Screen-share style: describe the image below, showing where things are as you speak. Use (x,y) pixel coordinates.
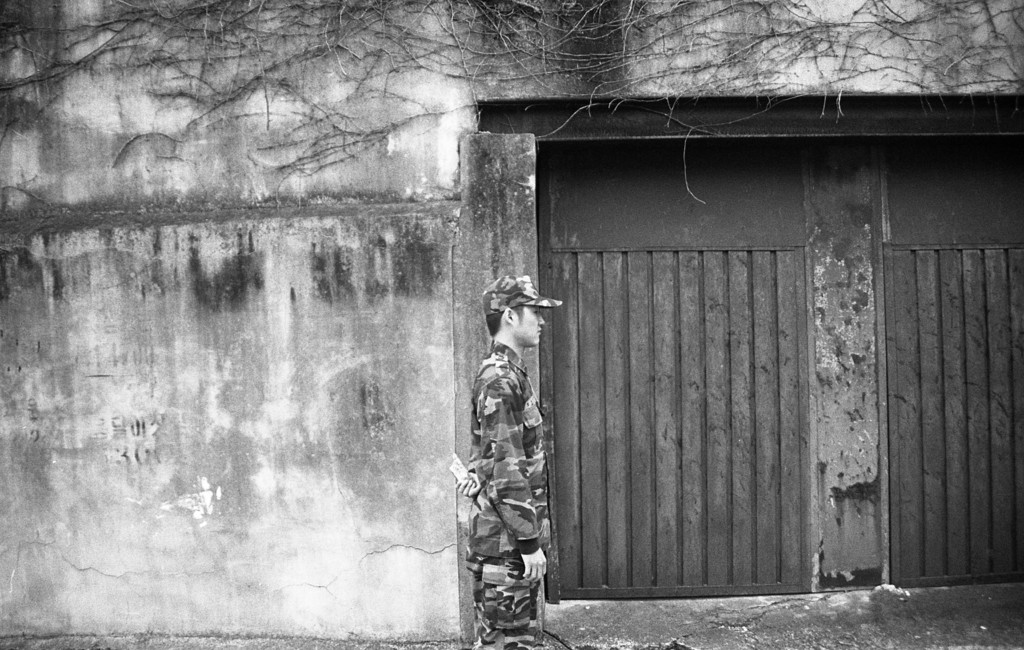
In this picture I can see a person (510,423) wearing the cap (487,304) and standing. I can see the door (641,399) on the right side (701,274). I can see the roots (366,135) on the wall (367,145).
